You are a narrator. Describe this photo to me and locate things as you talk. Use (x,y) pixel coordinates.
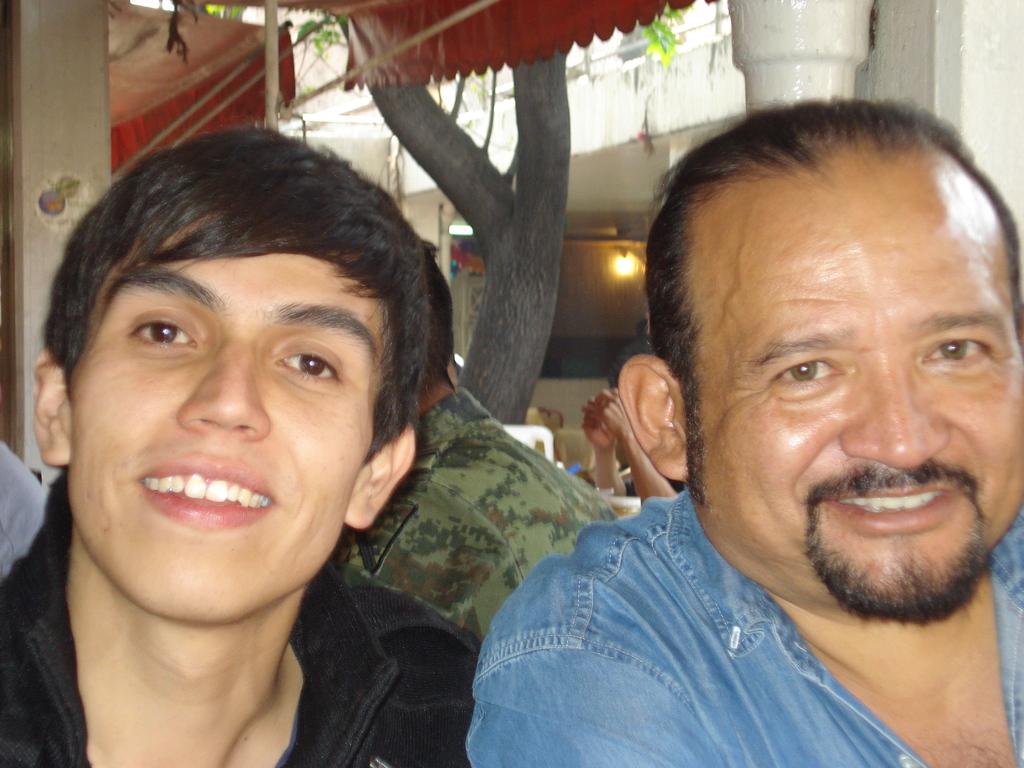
On the left side (322,697), there is a person (402,651) in a black color shirt (394,649), smiling. On the right side (914,724), there is a person (735,421) in a blue color jean shirt (649,591), smiling. In the background (190,111), there are other persons (430,278), there is a light (621,255) attached to the roof (619,218) of a building (605,68), there is a pipe (779,97) attached to the pillar (946,35), there is a tree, there are two tents (408,39) and threads (367,61).
